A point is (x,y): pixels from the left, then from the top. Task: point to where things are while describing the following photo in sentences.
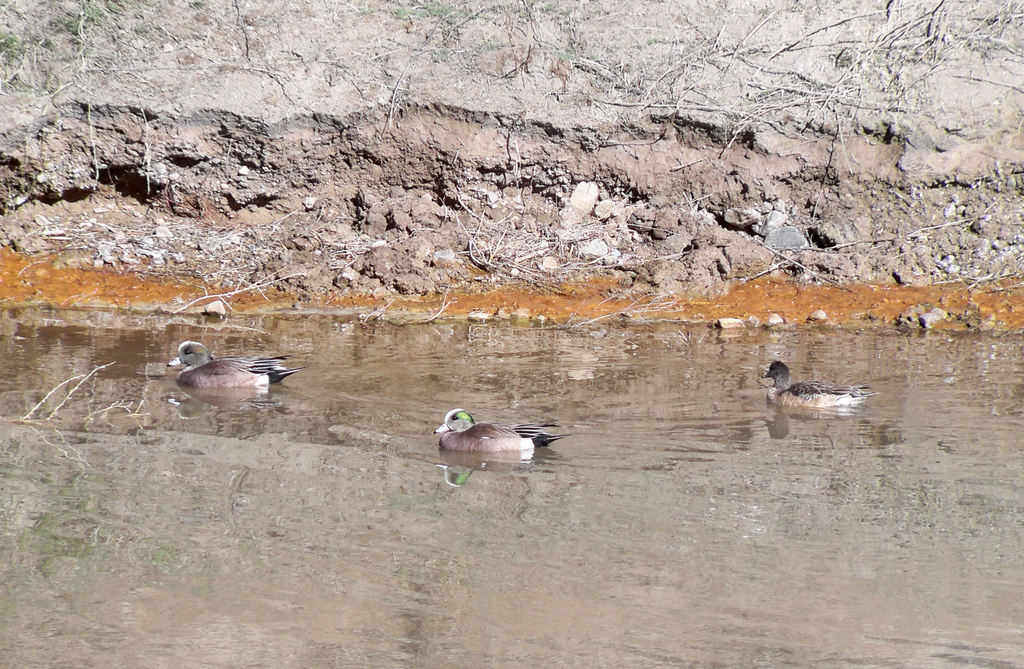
This picture is clicked outside. In the foreground (598,486) we can see the birds (774,382) which seems to be the ducks (231,376) in the water body (664,457) and in the background (191,217) we can see the rocks (571,199) and the dry stems (220,296) and some other items (973,254).
